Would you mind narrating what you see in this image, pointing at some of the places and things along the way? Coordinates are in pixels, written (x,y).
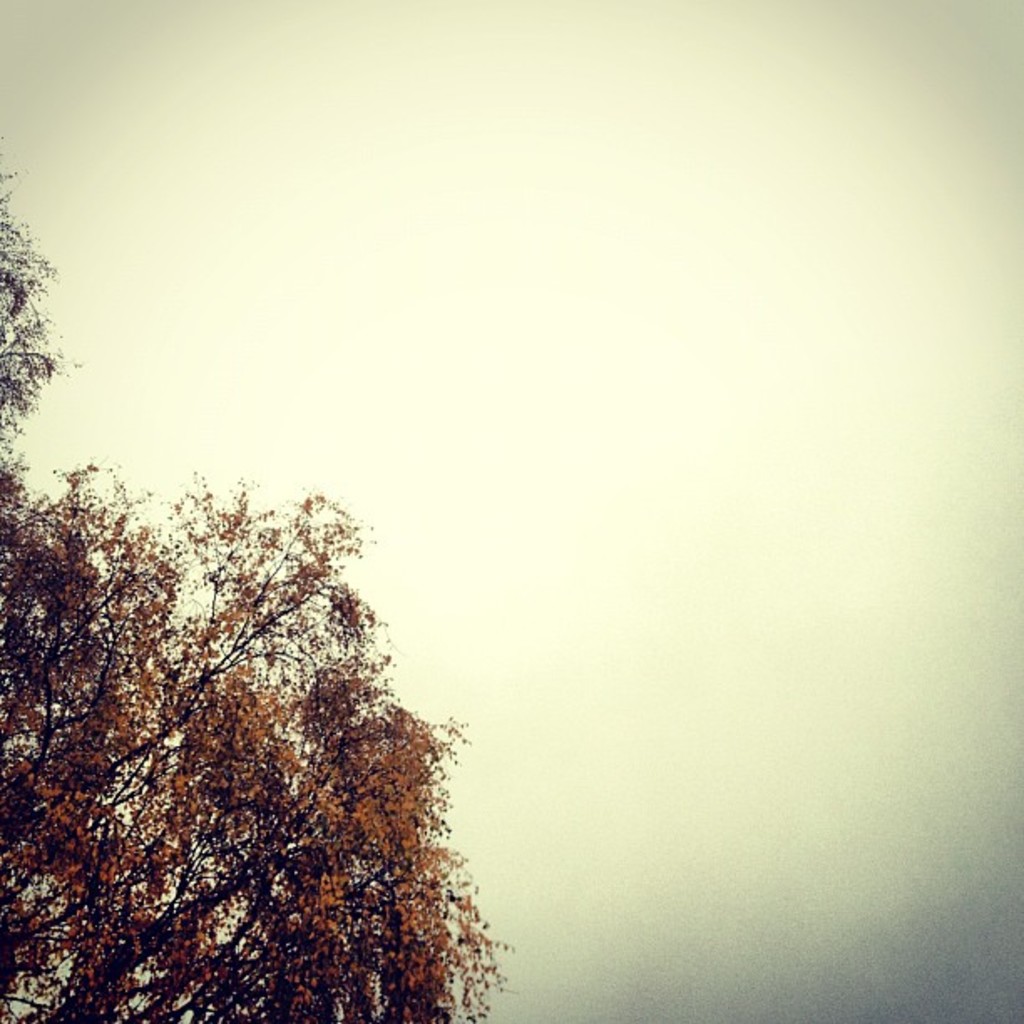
In this image, there are a few trees (284,613). We can see the sky (699,722).
